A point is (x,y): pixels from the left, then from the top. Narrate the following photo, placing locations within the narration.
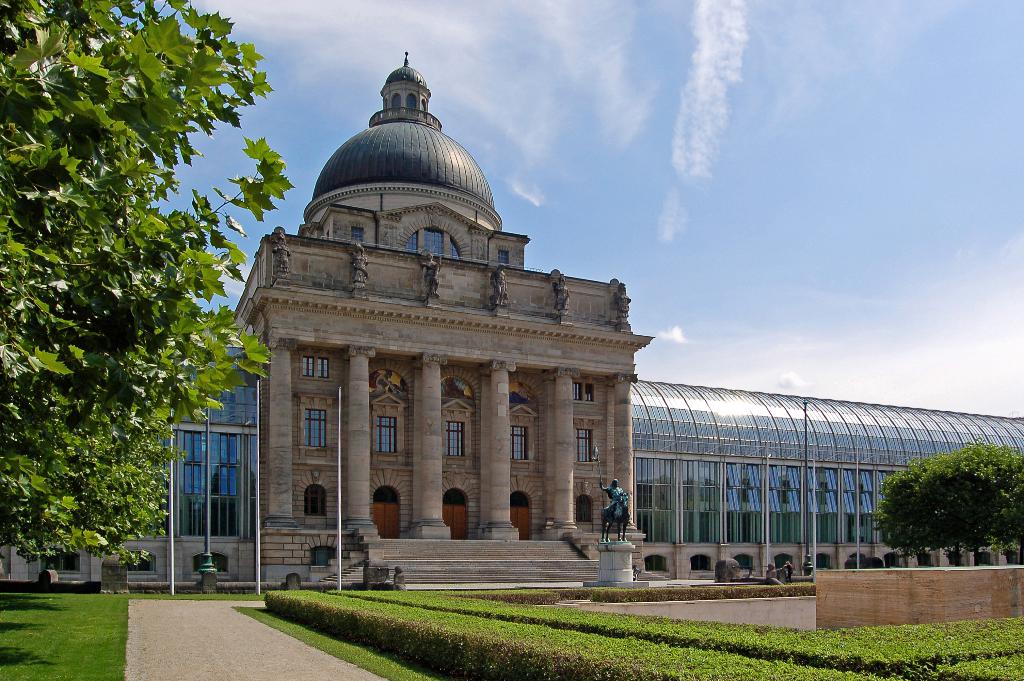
In the foreground of this image (213,634), there is a path (165,629), trees (144,477), plants (715,587), sculpture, few poles (206,537) and a building (704,436). At the top (753,160), there is the sky (775,154).
